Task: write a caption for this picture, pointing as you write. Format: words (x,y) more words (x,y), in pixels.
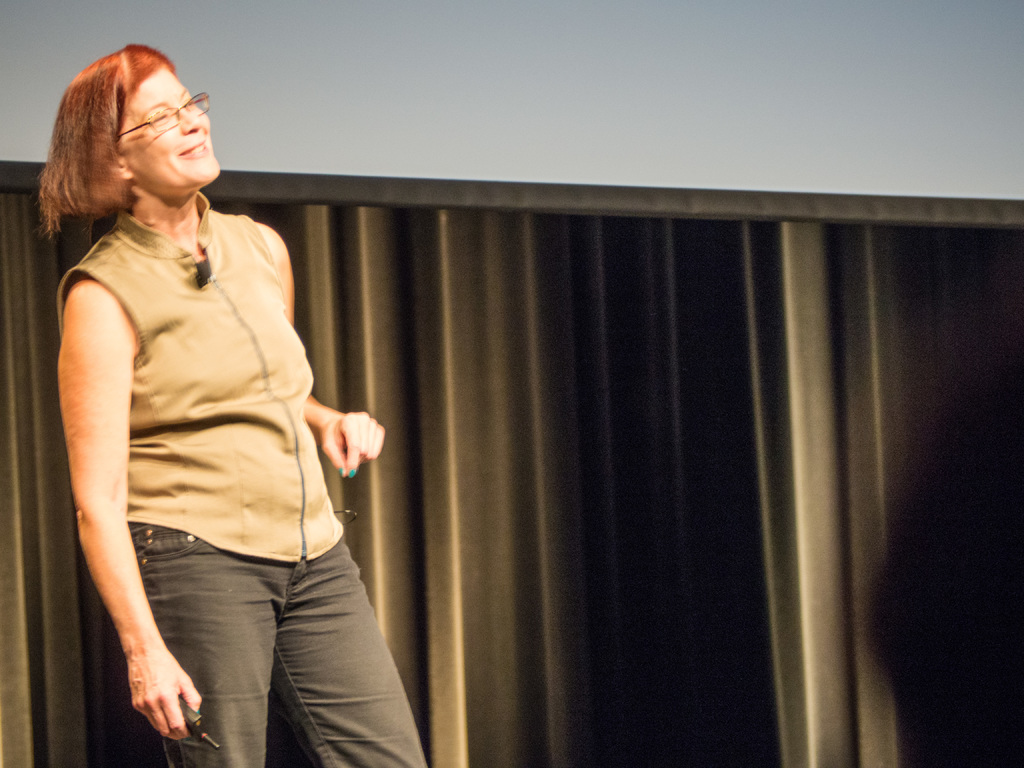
This is the woman (220,373) standing and smiling. She is holding a black color object (181,700) in her hand (167,683). She wore spectacles (148,126), top (218,487) and trouser (235,689). This looks like a curtain cloth (656,546) hanging.
